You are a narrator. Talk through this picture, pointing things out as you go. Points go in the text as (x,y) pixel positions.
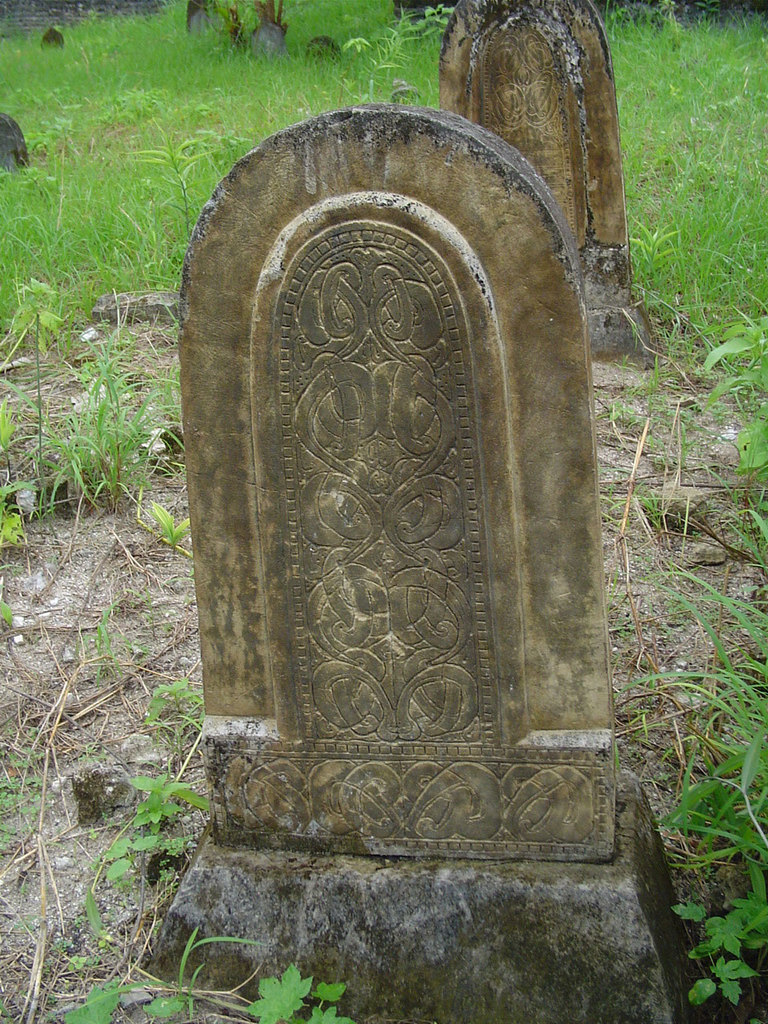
In the center of the image (357,422) we can see two headstones (500,449). On the headstones (417,560), we can see some design (362,390). In the background (50,157) there is a wall (11,23), grass (262,74), headstones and a few other objects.
